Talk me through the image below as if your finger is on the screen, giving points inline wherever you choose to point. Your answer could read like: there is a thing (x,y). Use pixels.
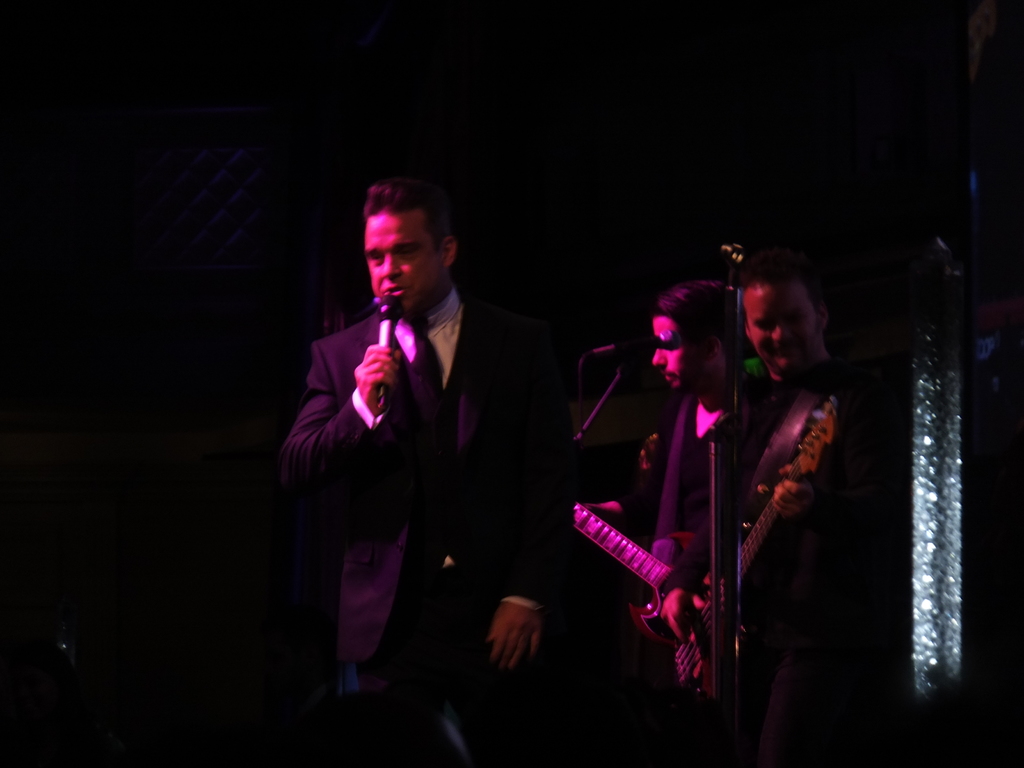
In this picture i could see three persons (538,576) doing some stage performance holding some musical instruments (614,544) in their hands (696,598). One of the person (436,438) in the formal (444,396) holding a mic (387,328). I could see a black background (361,125).
